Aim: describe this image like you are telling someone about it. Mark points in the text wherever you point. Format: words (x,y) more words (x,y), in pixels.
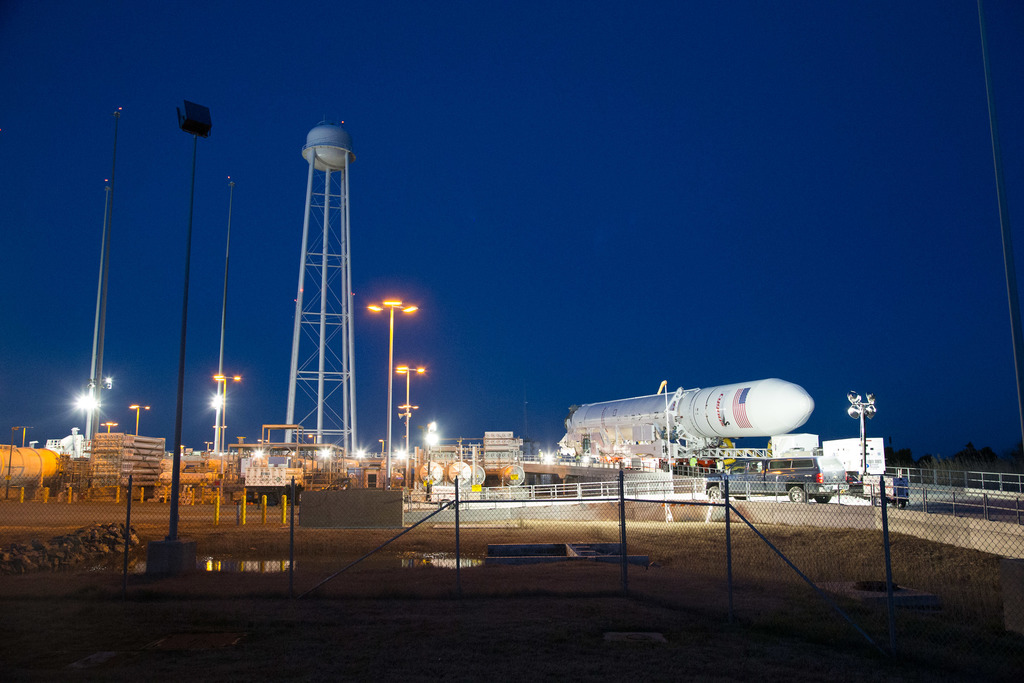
In this picture there is a rocket (592,410) on the right side of the image (785,416) and there are poles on the left side of the image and there is a net boundary (552,526) at the bottom side of the image (584,537).
